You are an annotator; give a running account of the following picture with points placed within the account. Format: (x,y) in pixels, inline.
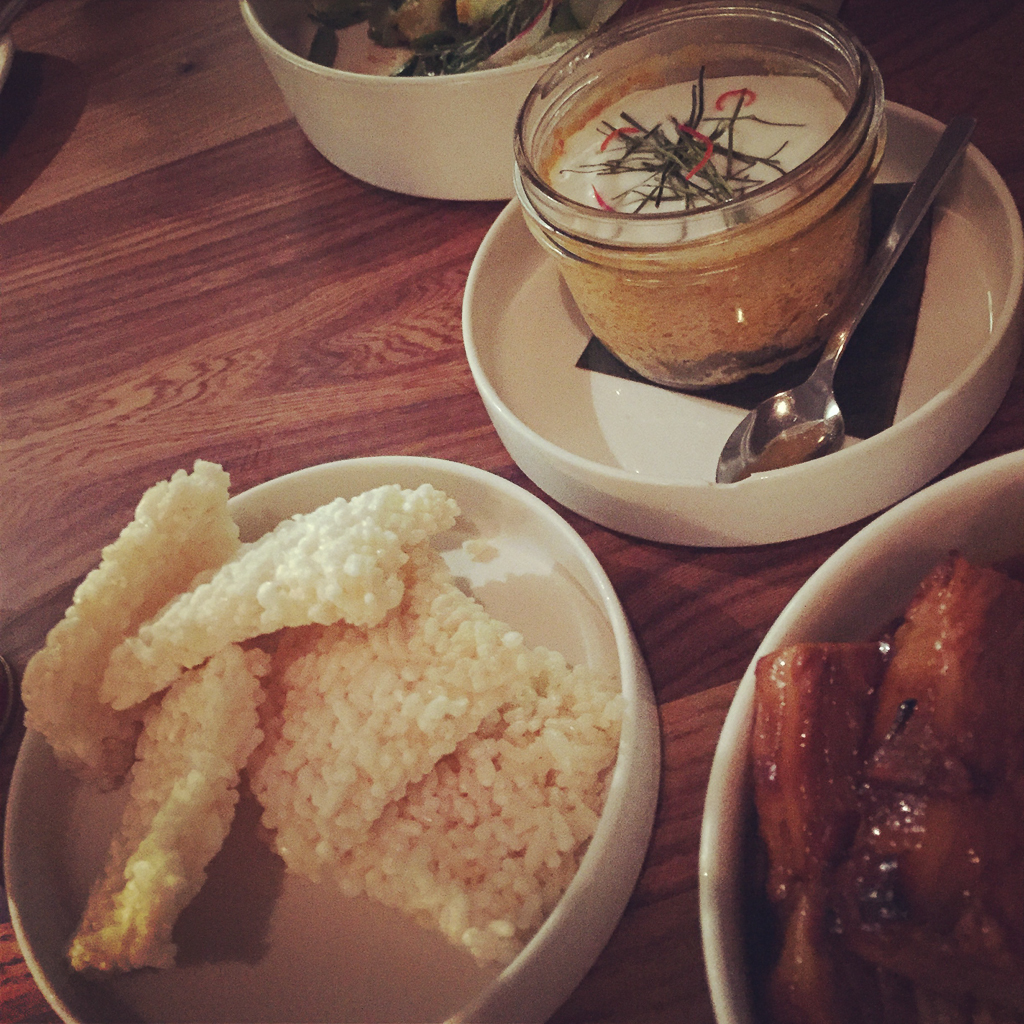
In this image there is food (252,687) and there is a spoon (798,419) which is on the brown colour surface (360,348).
